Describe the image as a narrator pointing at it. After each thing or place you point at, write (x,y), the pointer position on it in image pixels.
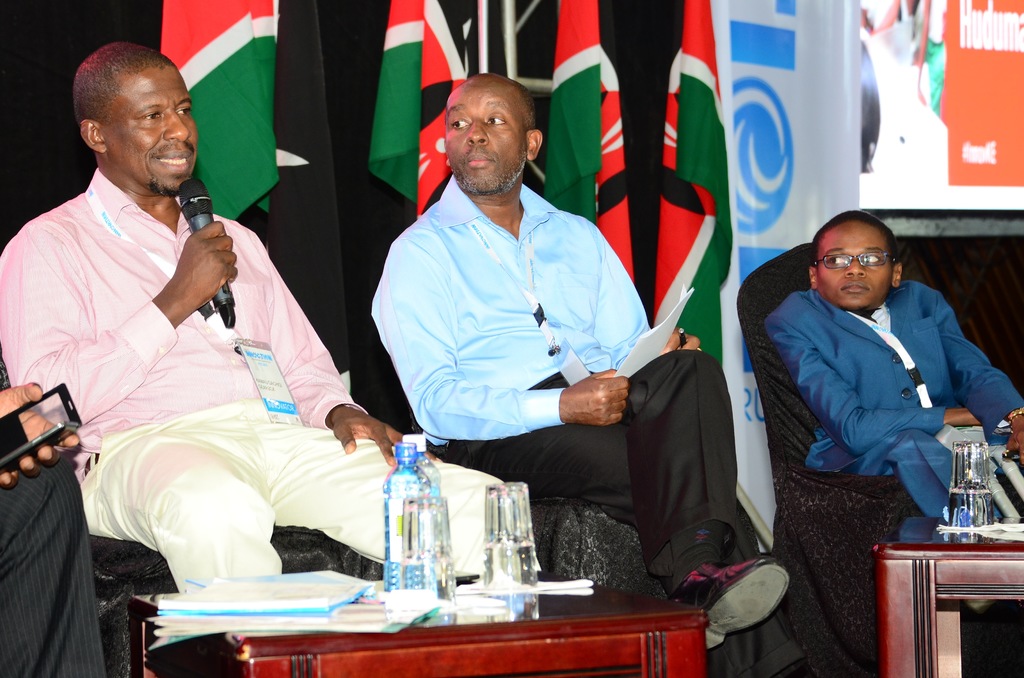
In the image we can see there are four person (248,365) sitting in front of them there is a table (530,634). On the table (461,643) we can see a water bottle (390,558) and a glass (447,569). This is a sofa (791,499), back of them there is a flag (614,97) of a country. This is a microphone (184,205).
